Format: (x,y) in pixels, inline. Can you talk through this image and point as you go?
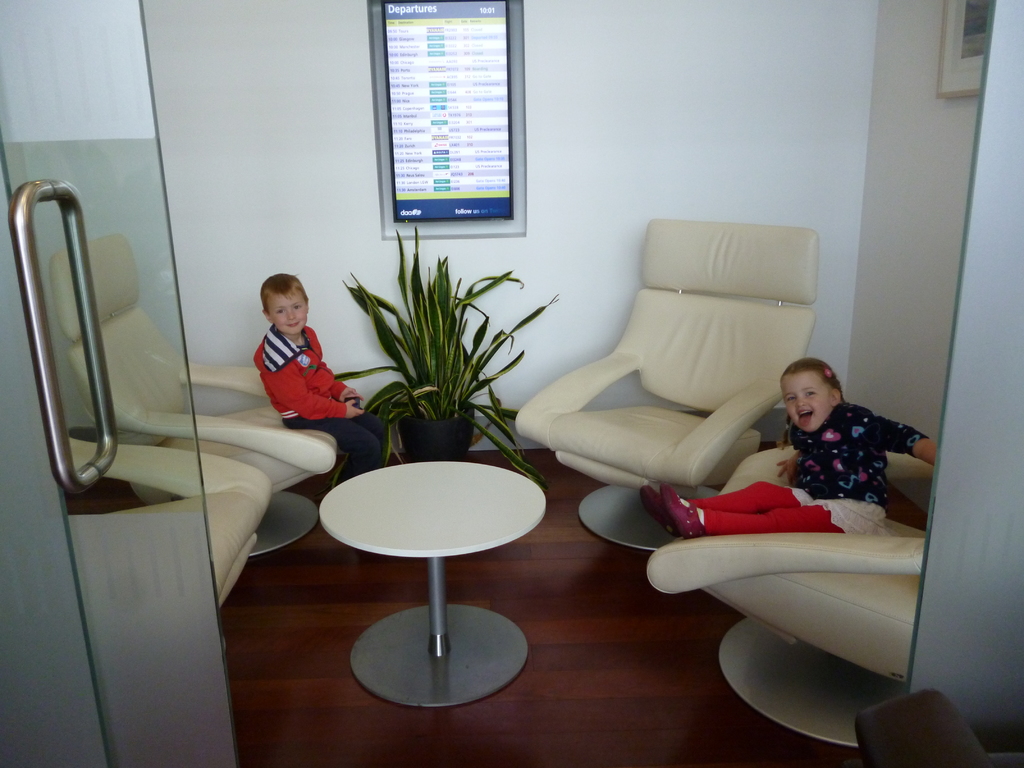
This is a glass door (138,466). Here we can see a baby girl (907,428) sitting on a sofa (835,578) and she is smiling. There is a boy (350,437) on the left side (264,364). He is sitting on a sofa (291,442).
